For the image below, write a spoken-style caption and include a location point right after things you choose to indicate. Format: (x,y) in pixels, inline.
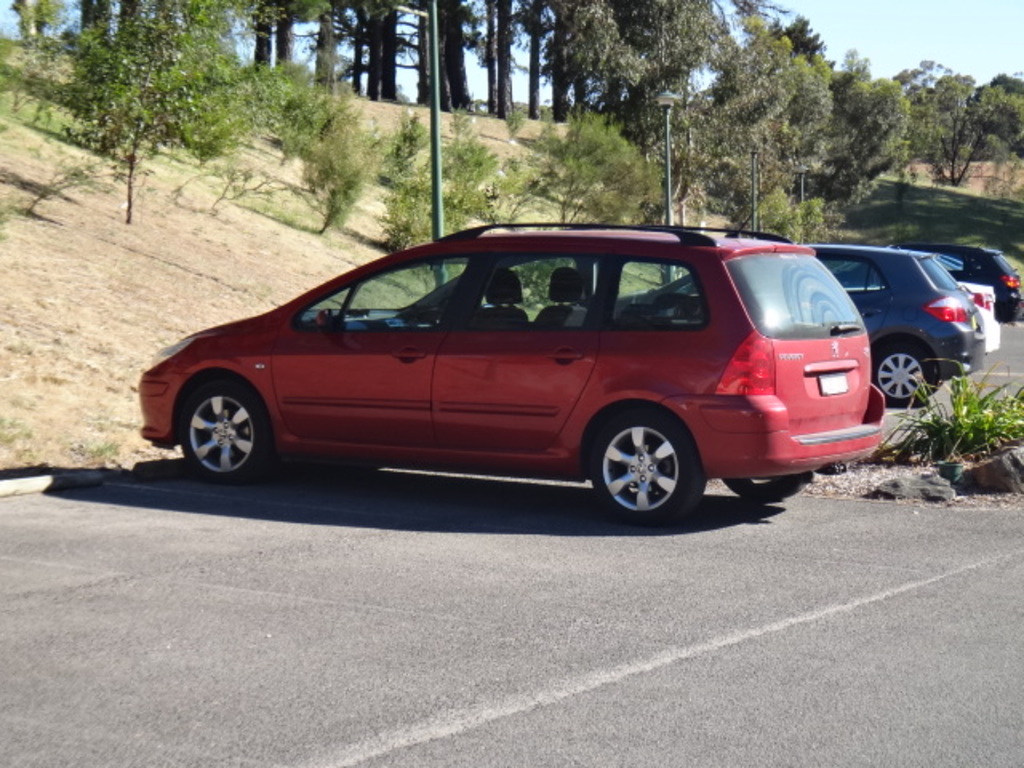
In this image I can see a road (676,599) in the front (851,504) and on it I can see four cars (893,283). I can also see a plant (957,383) on the right side of the image (921,398). In the background (688,206) I can see number of poles (755,161), number of trees (720,68) and the sky (931,51).
